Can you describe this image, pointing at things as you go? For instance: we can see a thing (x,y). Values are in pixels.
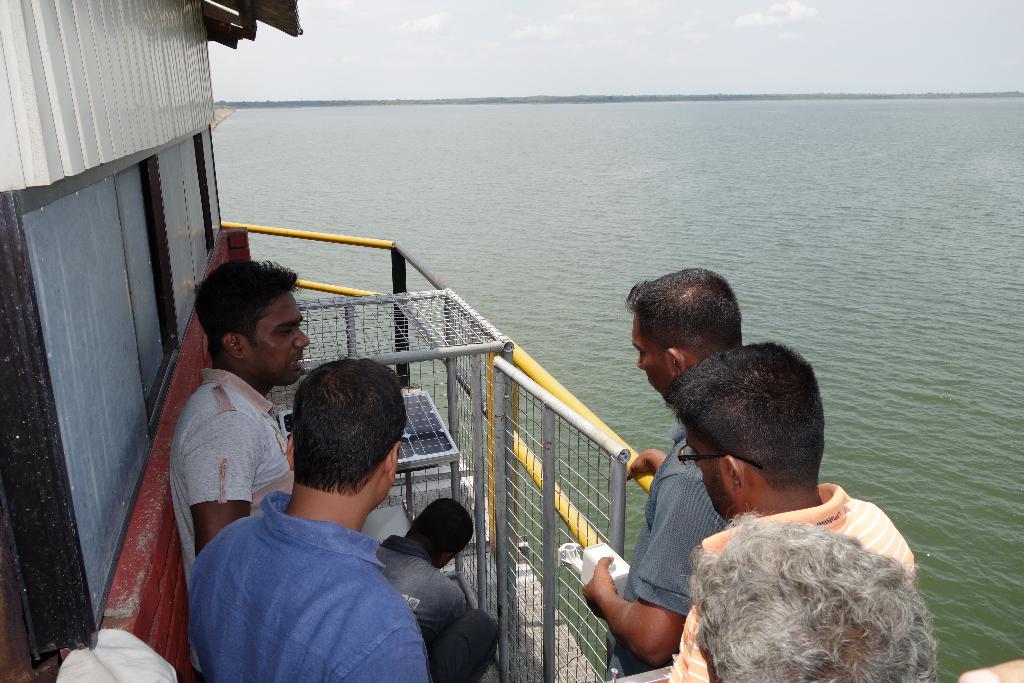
In this image, there are a few people (690,583). We can also see some metal objects (496,484) and the fence (413,297). We can also see the wall (144,518) on the left (157,288). We can see some water (712,210) and the sky (321,38) with clouds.
